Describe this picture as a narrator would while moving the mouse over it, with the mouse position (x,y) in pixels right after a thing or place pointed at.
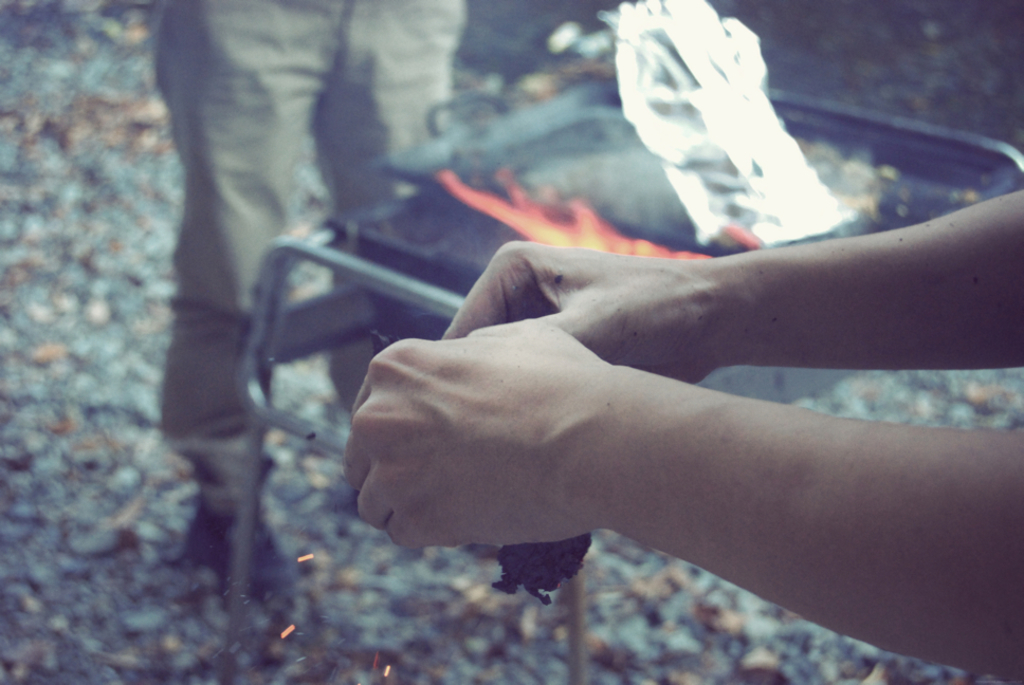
In the foreground of this image (528,512), there are hands (519,496) of a person (621,480) holding an object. Behind it, there is a stove like an object (456,239), a silver sheet (695,97) and the legs (256,185) of a person (247,135).
